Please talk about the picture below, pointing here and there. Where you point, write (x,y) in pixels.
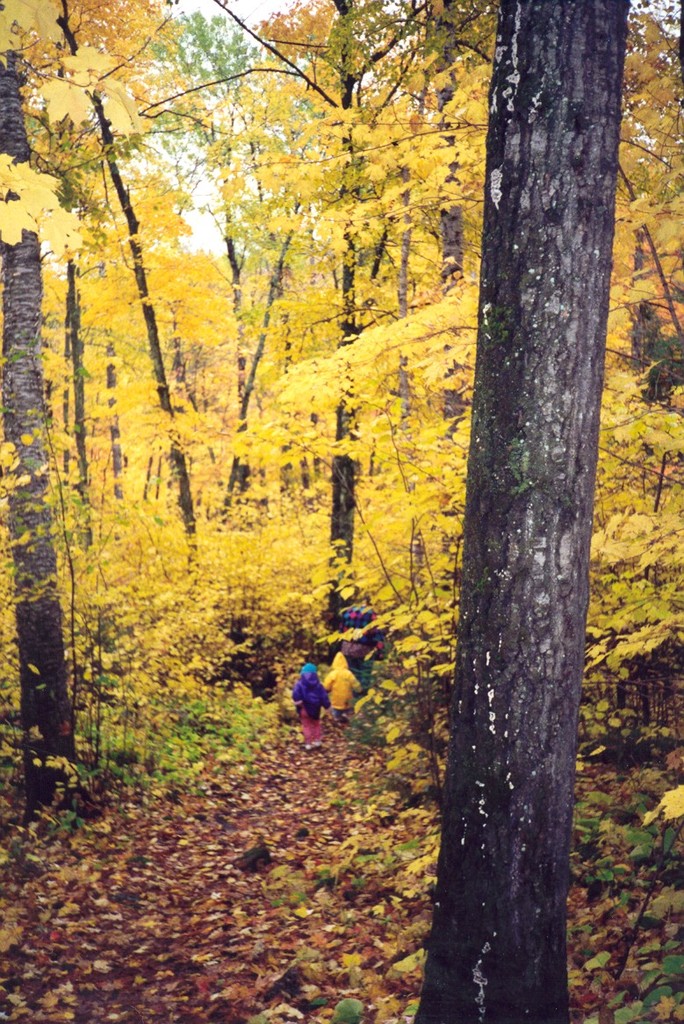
In the foreground (522,690) I can see trees (461,847) and three persons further back. On the top (202,204) I can see the sky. This image is taken during a day may be in the forest (284,690).
